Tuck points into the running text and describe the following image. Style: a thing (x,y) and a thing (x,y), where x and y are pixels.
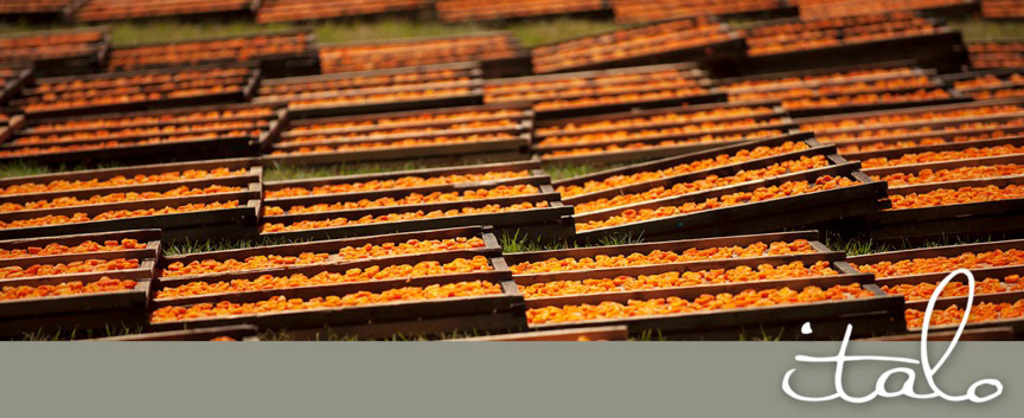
In the picture we can see a grass surface (302,173) on it we can see full of trays (158,103) with dried fruit (568,50) in it.
